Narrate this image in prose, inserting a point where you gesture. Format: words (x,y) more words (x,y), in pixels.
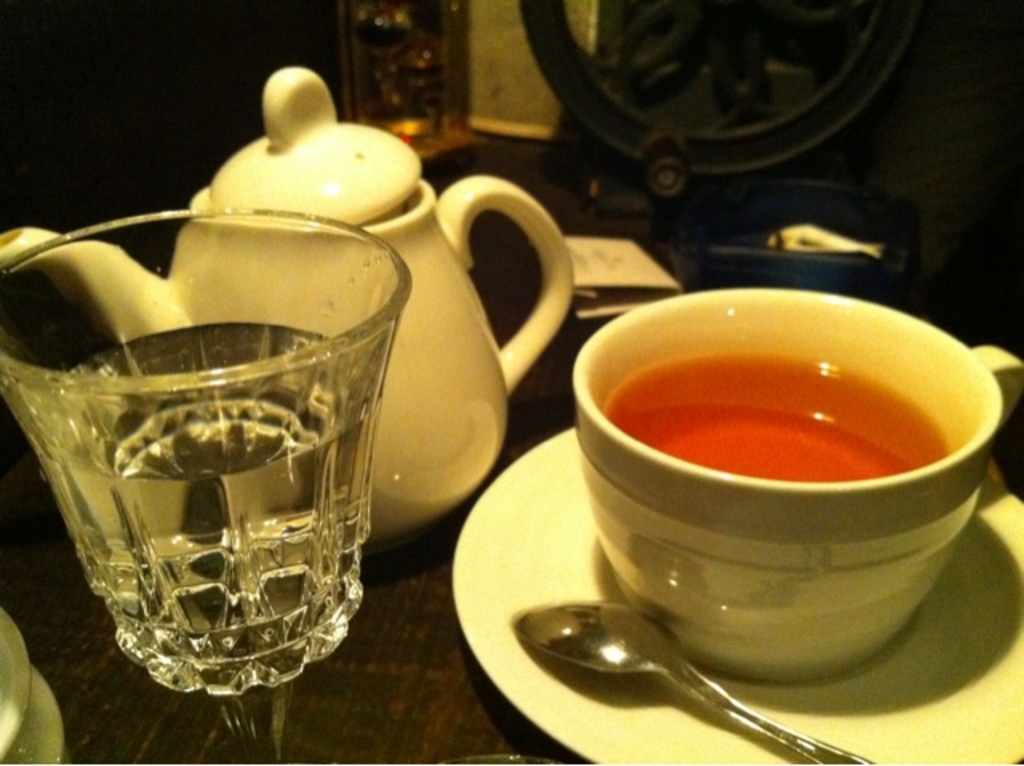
In the picture there is a glass (246,496) with water (236,563) and a tea pot (436,406) and a cup (808,562) filled with some drink (820,452) is kept on a saucer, all these are placed on a table (386,663).
